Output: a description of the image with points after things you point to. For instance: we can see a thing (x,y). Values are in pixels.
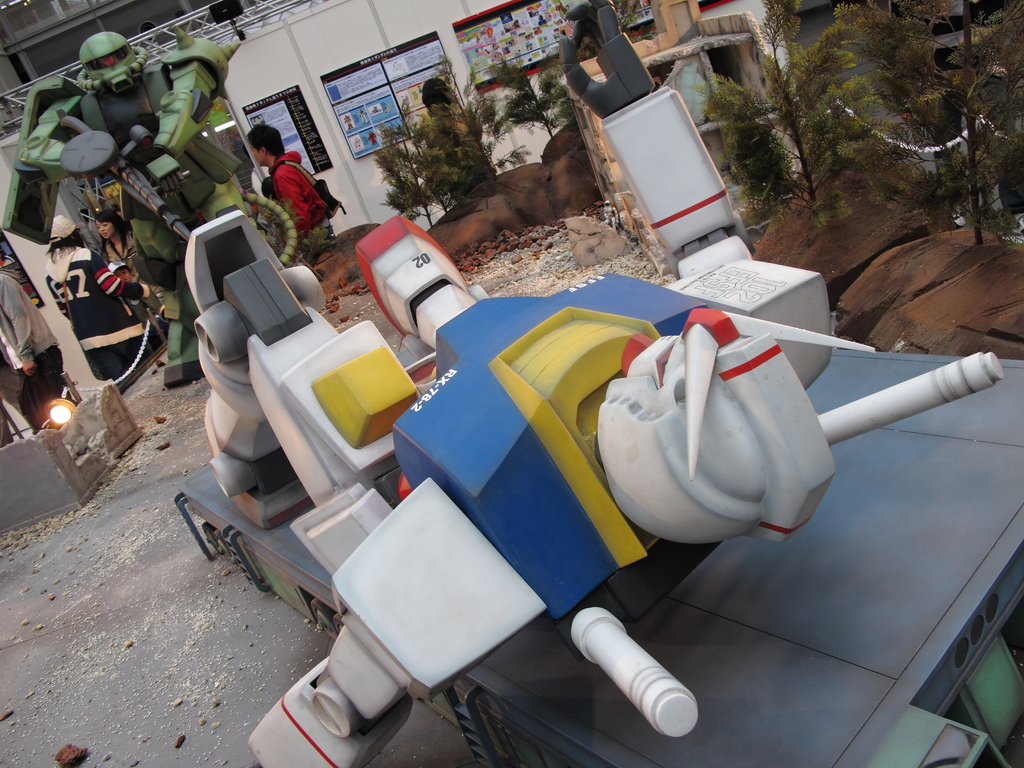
In the image there is some machine (547,514) in the foreground (723,497) and behind that there is some object (151,160), behind that object (142,189) there are few people (272,178), in the background (282,33) there is a wall (289,49) and in front of the wall (358,174) there are some posters (331,78), on the right side (838,127) there are plants (864,143).
